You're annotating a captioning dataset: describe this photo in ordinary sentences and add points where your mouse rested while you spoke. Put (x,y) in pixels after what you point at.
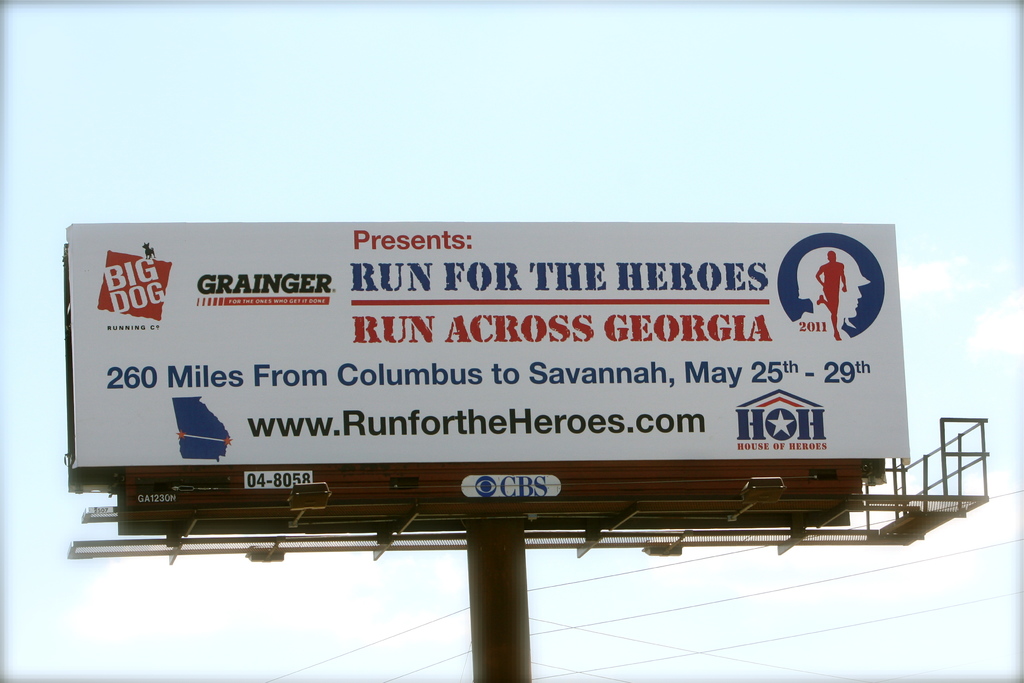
In the picture i can see a hoarding (546,394) on which there are some words (162,274).
